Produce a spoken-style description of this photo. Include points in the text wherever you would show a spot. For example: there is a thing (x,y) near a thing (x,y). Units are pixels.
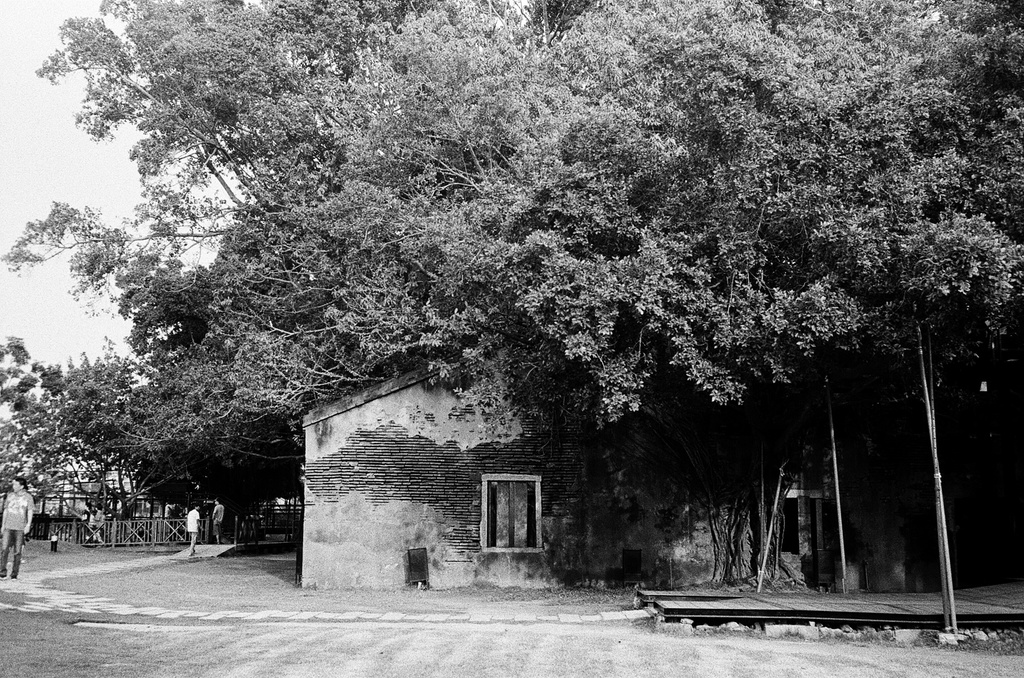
In this image I can see the black and white picture in which I can see the road (413,650), few persons (25,484) standing on the ground (167,555), a house (364,511), a tree (307,407), the railing (126,520) and in the background (98,160) I can see the sky (98,160).
